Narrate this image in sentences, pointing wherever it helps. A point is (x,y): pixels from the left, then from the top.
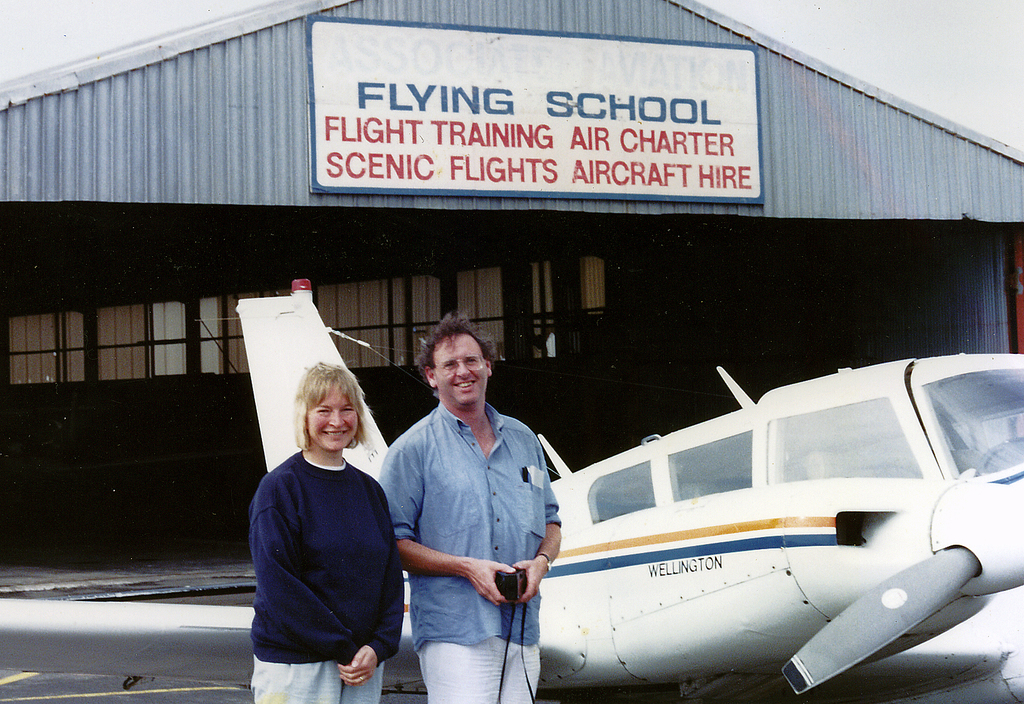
In this image we can see two persons (395,507) standing near aircraft (730,599). And in the background (151,271), we can see the shelter (527,29). And we can see some written text (472,126) on it. And we can see the sky (916,48).
